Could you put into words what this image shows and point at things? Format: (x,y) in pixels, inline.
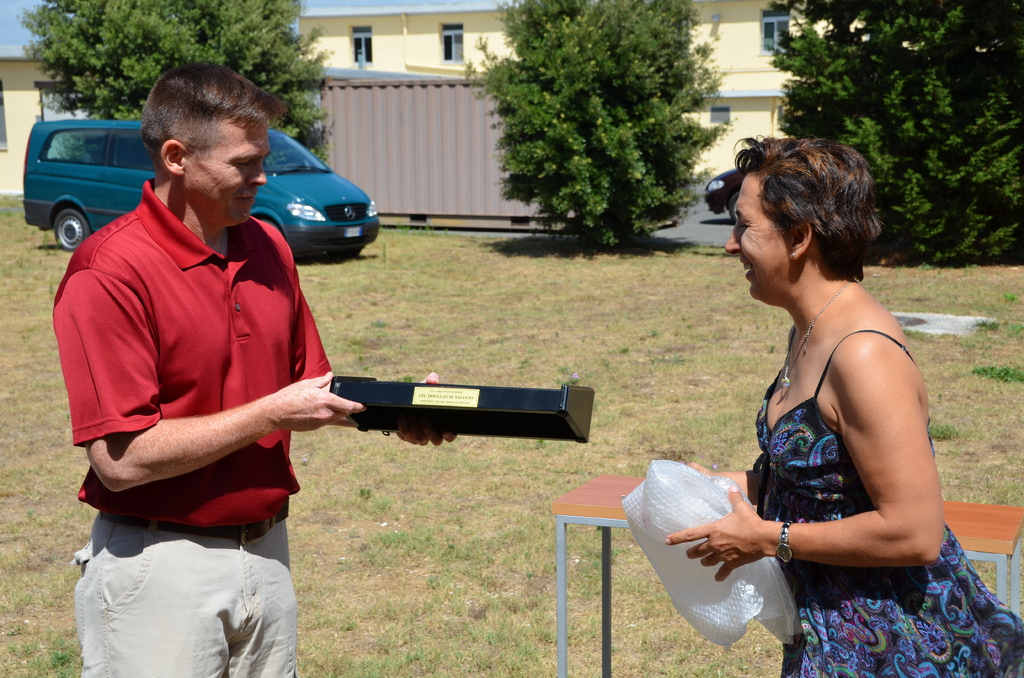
In this image we can see two persons (698,465), a woman (822,452) is holding a bubble wrap (721,494), a man (250,519) is holding an object (392,420) with text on it, there are two cars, a table (986,522), plants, trees (933,193), there is a house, windows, also we can see the sky (19,13).
